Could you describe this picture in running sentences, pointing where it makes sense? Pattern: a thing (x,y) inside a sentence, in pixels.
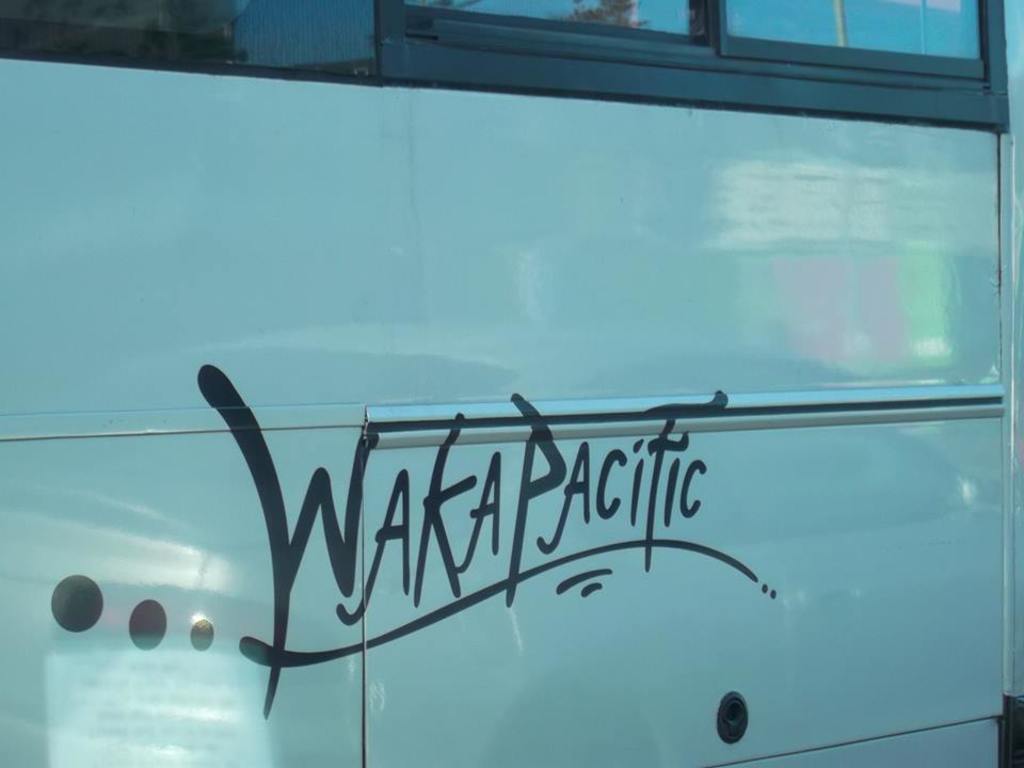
This is a part of a vehicle (692,108) with windows (781,65). And something is written on the vehicle (474,505).
